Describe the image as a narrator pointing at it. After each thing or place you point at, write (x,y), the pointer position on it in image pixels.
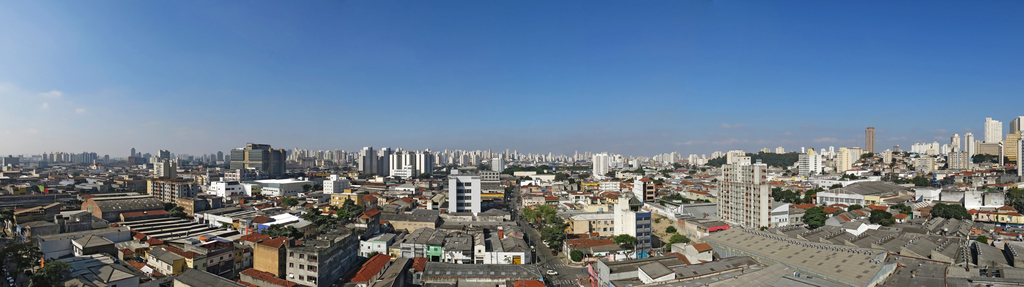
In this picture we can see few buildings (415,158), trees (776,164) and clouds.
